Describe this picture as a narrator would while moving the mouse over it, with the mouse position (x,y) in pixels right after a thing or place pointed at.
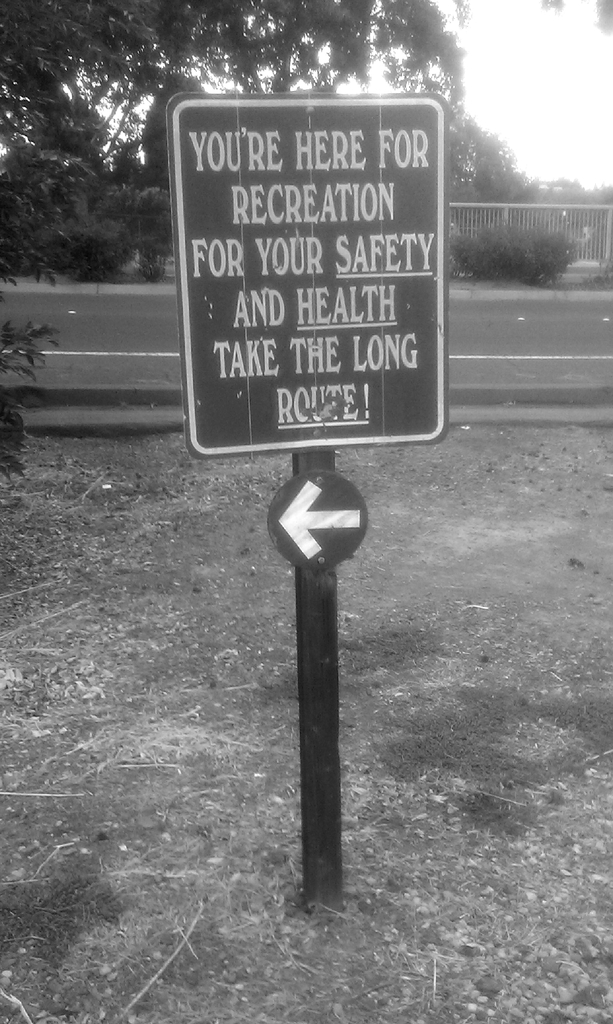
In this image I can see the board (361,423) attached to the pole (297,469), background (87,133) I can see few trees (93,140), the railing (522,204) and I can also see the sky (501,119) and the image is in black and white.
